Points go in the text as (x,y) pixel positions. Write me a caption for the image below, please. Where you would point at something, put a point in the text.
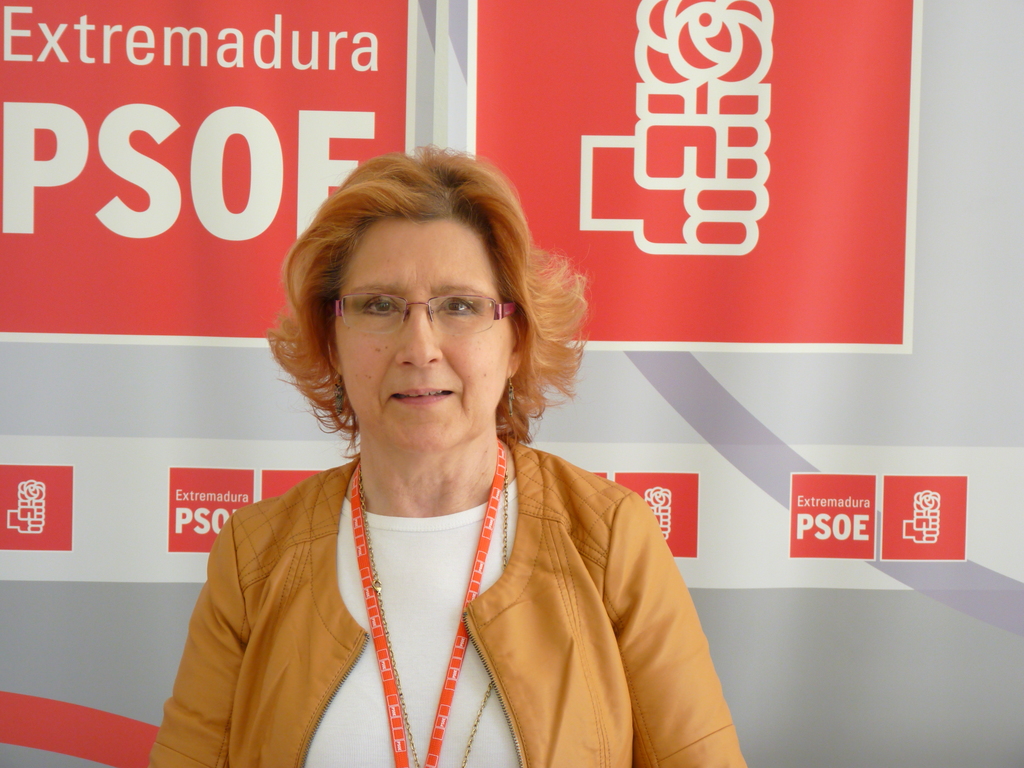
In this image I can see a woman (369,583) in the front (357,563), I can see she is wearing a jacket (509,620), a white colour top (397,528) and a specs (464,303). Around her neck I can see an orange colour tag (450,686) and a chain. In the background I can see a white colour board (220,523) and on it I can see something is written.
